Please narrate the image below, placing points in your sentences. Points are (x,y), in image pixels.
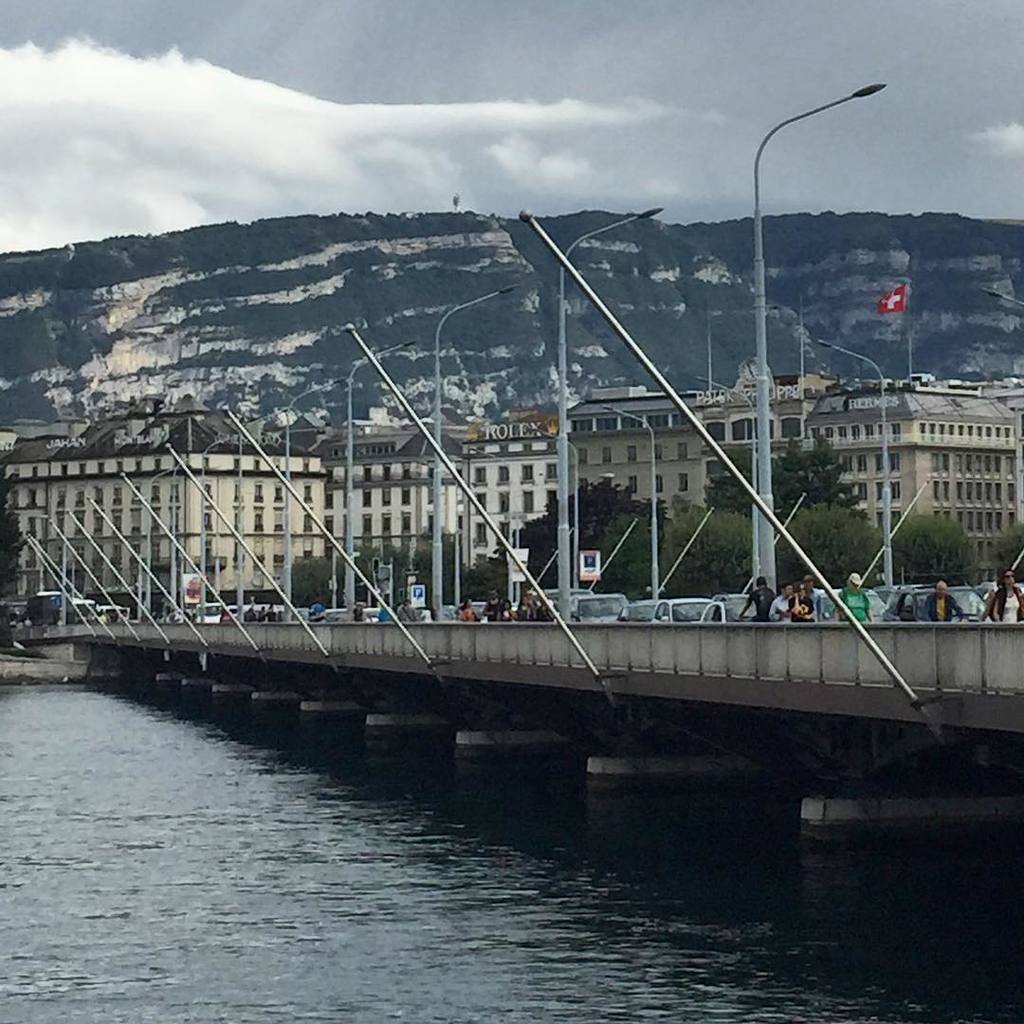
In the image we can see the light poles (440,483) and buildings (318,496). Here we can see the water (357,837), mountain (343,350) and the cloudy sky (286,121). We can see there are even many people (796,603) wearing clothes (860,601) and there are even vehicles (714,597).
